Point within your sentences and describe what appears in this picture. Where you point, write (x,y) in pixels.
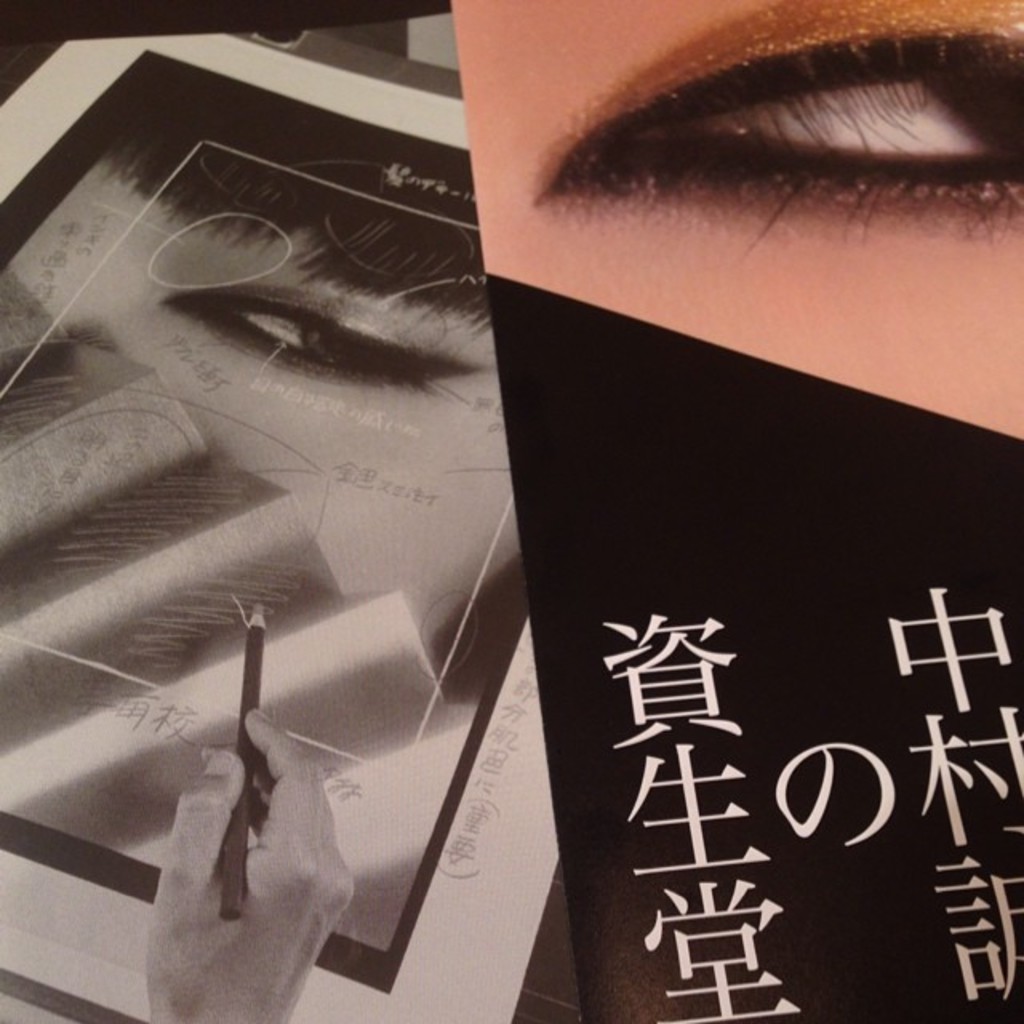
This image is a collage image, in this image we can see the eye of a person (609,279) with some text (729,865) and in the other image we can see the hand (271,884) of a person (274,901) holding pencil (261,626) on the poster (176,488).
